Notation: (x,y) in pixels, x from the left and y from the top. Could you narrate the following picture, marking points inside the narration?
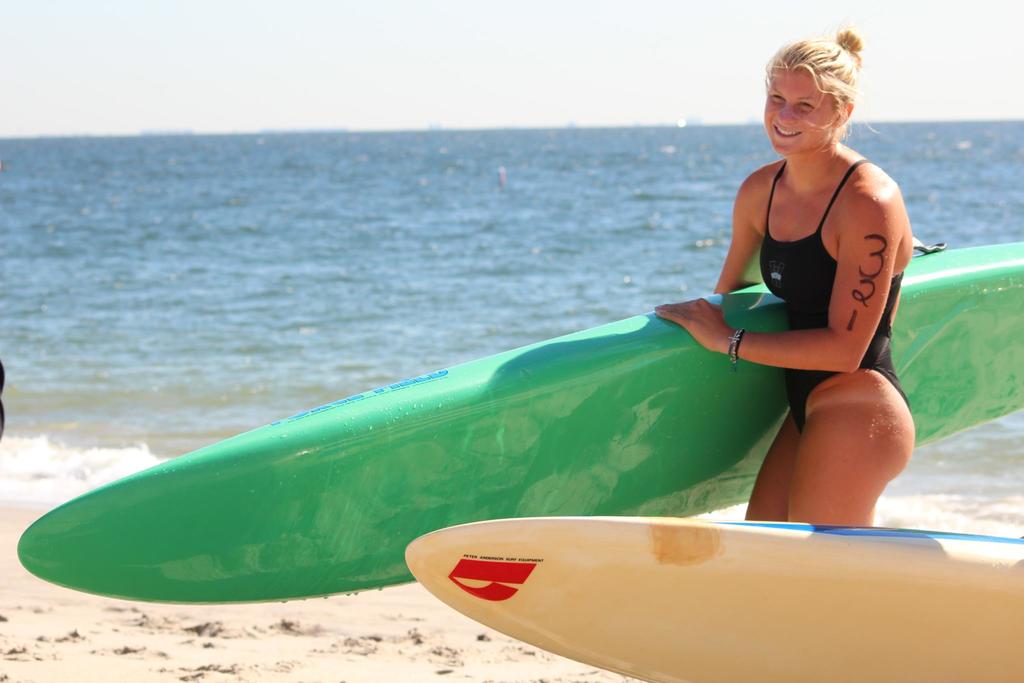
On the background of the picture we can see sky (683,92). This is a sea (319,237). This is sand (241,639). Here we can see one women (795,230) wearing a swimsuit (769,209) and she is holding a pretty smile on her face (793,137). We can see surfboard (545,454) in her hands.
